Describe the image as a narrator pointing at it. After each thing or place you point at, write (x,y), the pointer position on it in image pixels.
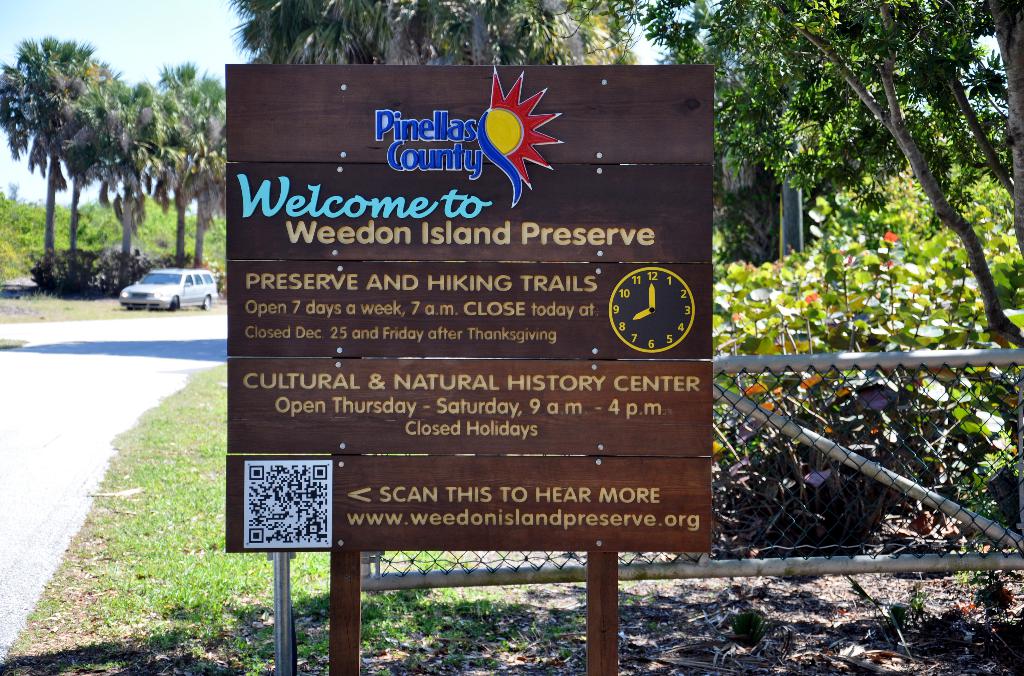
In this image we can see a board (498,282) with some text (656,243) and there is a clock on the board (474,153) and we can see a fence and there are some plants (896,323), trees (883,45) and grass (54,586) on the ground (624,638). We can see a vehicle (186,292) on the left side of the image (188,272) and there is a road (14,577) and at the top (70,8) we can see the sky (129,2).
